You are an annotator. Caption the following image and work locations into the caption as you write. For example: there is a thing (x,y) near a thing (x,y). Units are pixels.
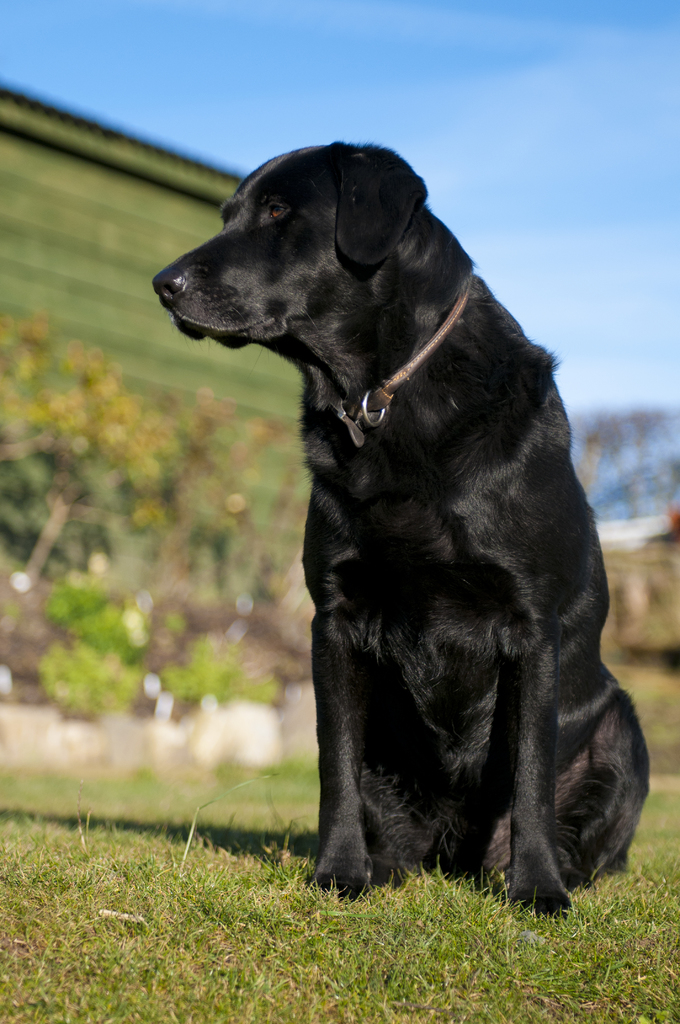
In the center of the image (354,492) there is a dog (374,572) on the grass (209,910). In the background (4,523) we can see building (146,159), trees (187,496), plants (225,539) and sky (285,95).
